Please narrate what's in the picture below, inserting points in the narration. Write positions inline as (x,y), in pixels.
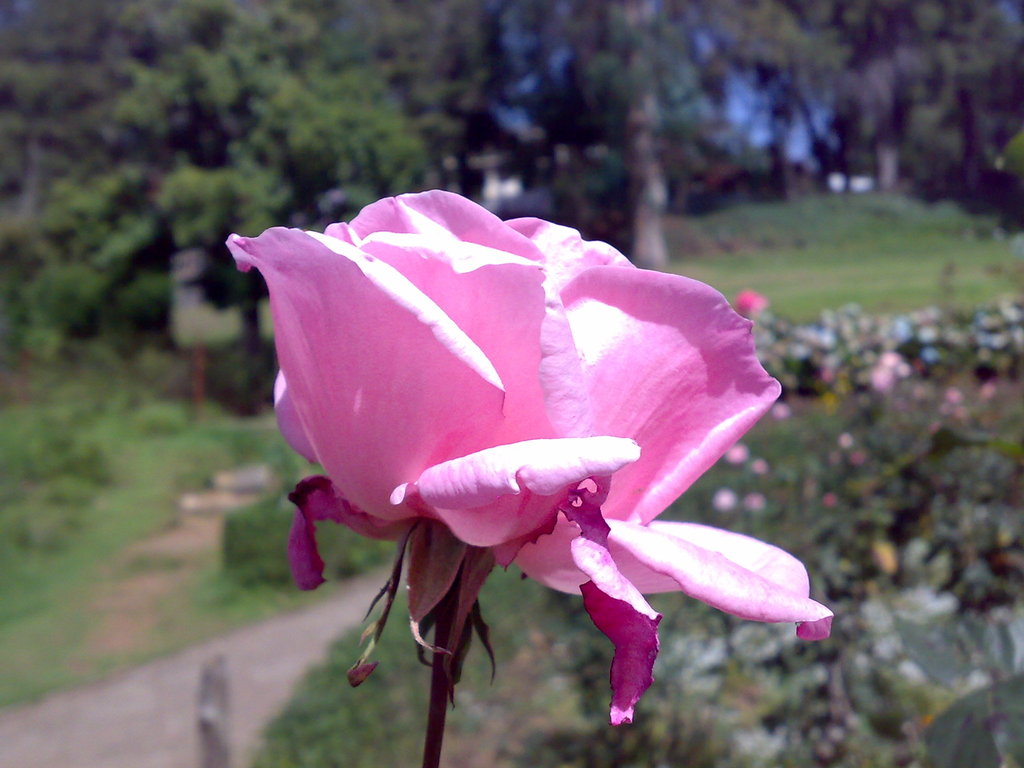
In the background (359,108) we can see trees (939,176) and grass (827,211). On the right side of the picture (1007,451) we can see flower plants (908,403). This picture is mainly highlighted with a pink rose (472,358).
